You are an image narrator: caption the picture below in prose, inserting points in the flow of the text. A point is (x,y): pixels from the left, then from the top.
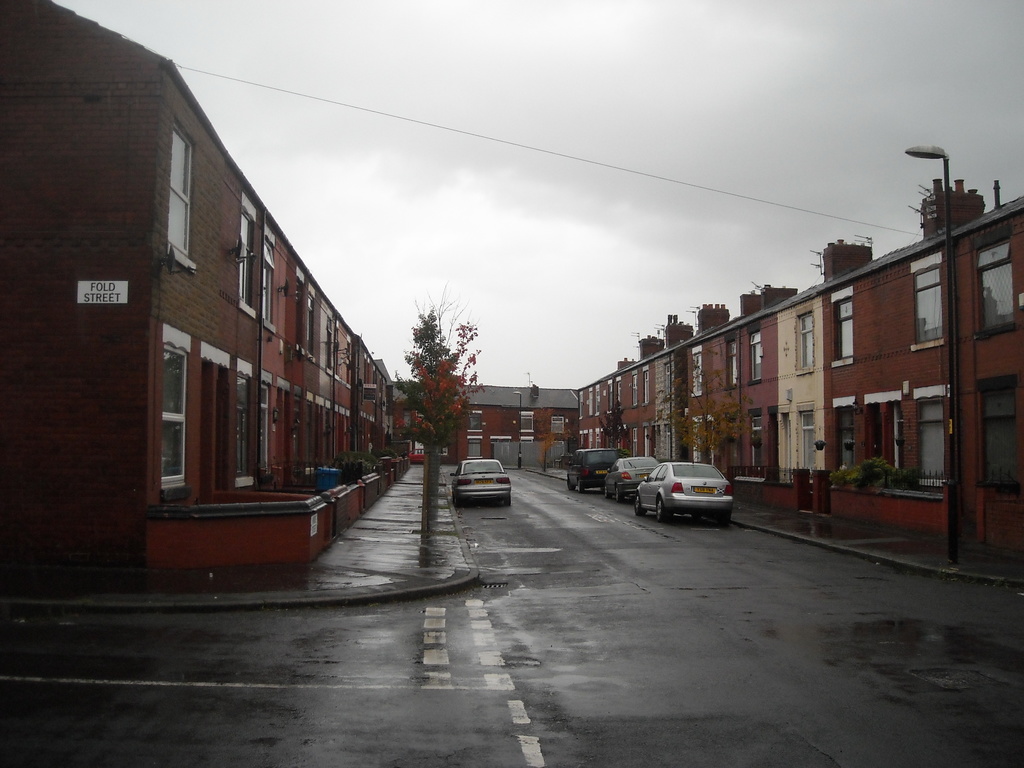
In this image we can see many buildings (386,385) and they are having many windows (761,426). We can see the cloudy sky (565,238) in the image. There are few vehicles (674,494) on the road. There are many trees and plants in the image. There are few street lights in the image. We can see the electrical cable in the image. There is a board (114,298) on the wall (113,280) at the left side of the image (96,285).
